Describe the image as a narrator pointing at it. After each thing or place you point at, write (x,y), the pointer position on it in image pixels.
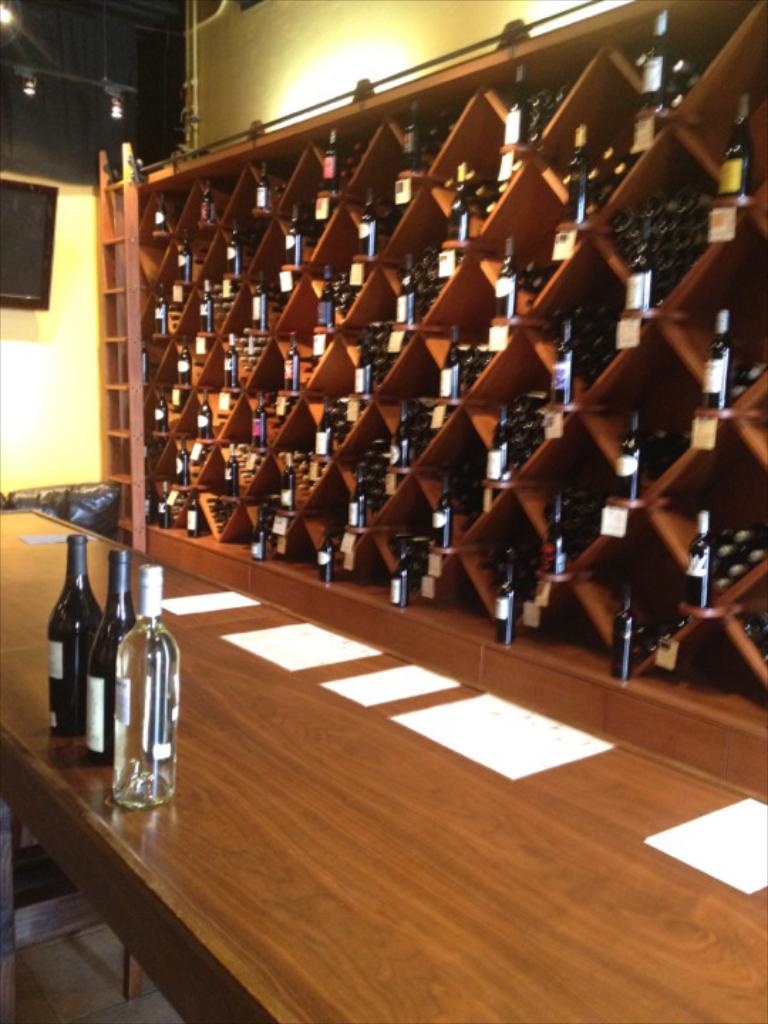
In the image there are three wine bottles (149,713) on the table (451,871) along with tissues (417,713), in the back (225,362) there is rack (554,356) with many wine bottles (456,361) in it, this seems to be inside a bar (284,929), on the left side (34,280) there is a tv (33,252) on the wall (0,333).
